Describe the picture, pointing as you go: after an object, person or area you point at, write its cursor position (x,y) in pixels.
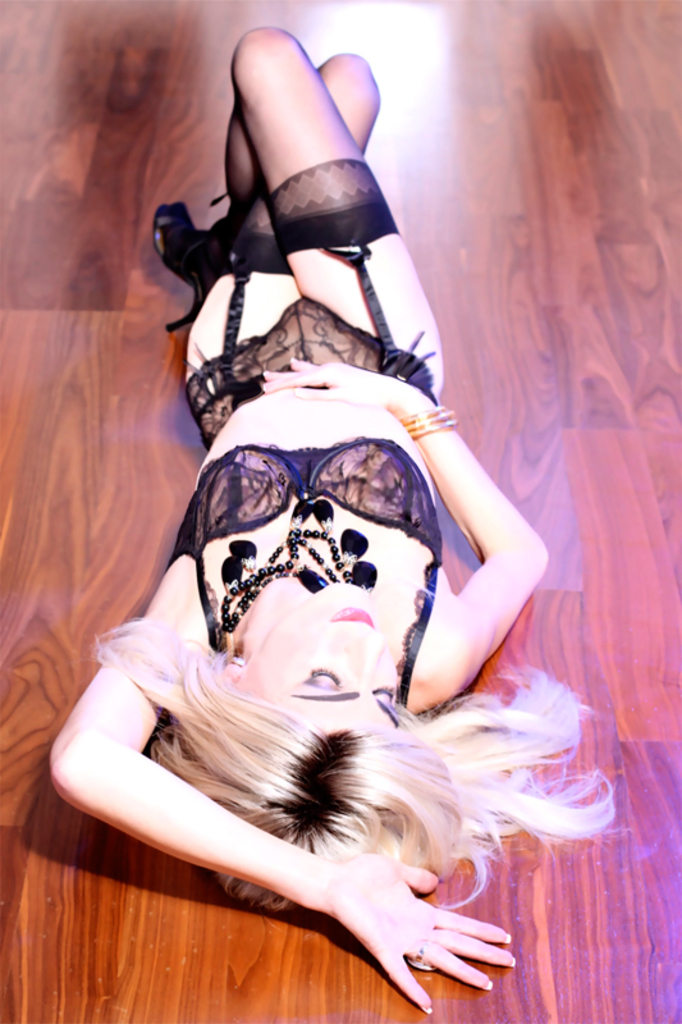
In the center of the image (341,513) we can see a lady (327,760) lying on the floor (399,988).
